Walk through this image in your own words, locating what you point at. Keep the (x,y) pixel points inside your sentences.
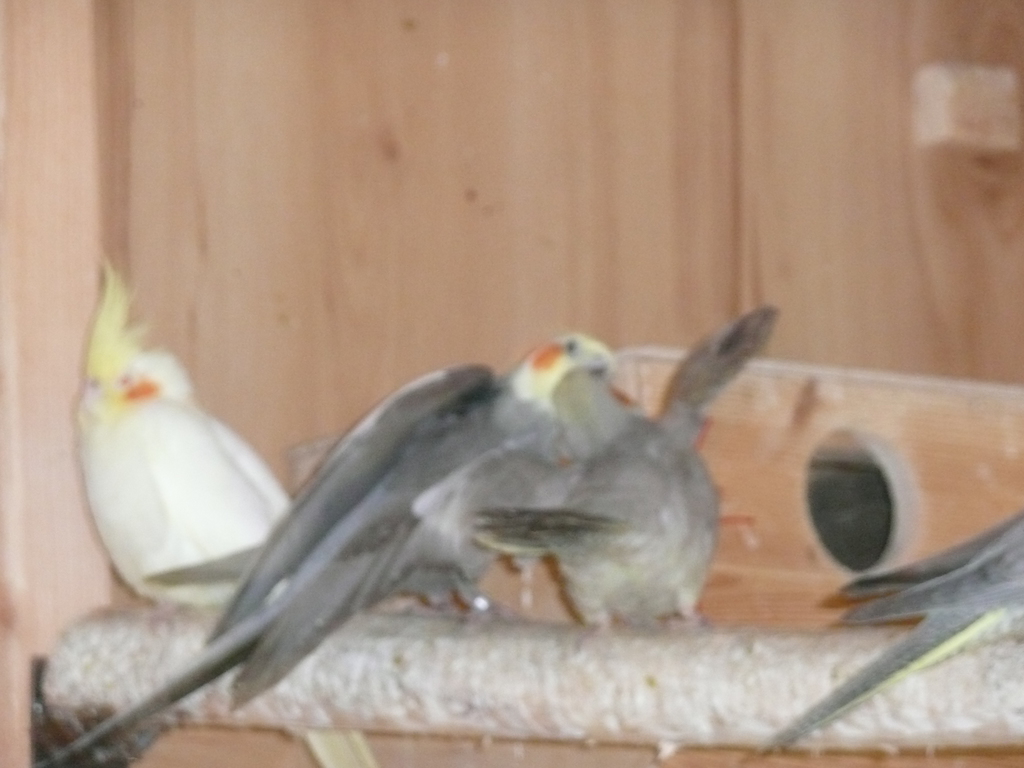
In this image there are some birds (169,550) are there in middle of this image (491,454). The left side bird (149,484) is in white color and there is a wall (567,197) in the background (585,142) and there is some object (387,656) placed at bottom of this image (760,672).
